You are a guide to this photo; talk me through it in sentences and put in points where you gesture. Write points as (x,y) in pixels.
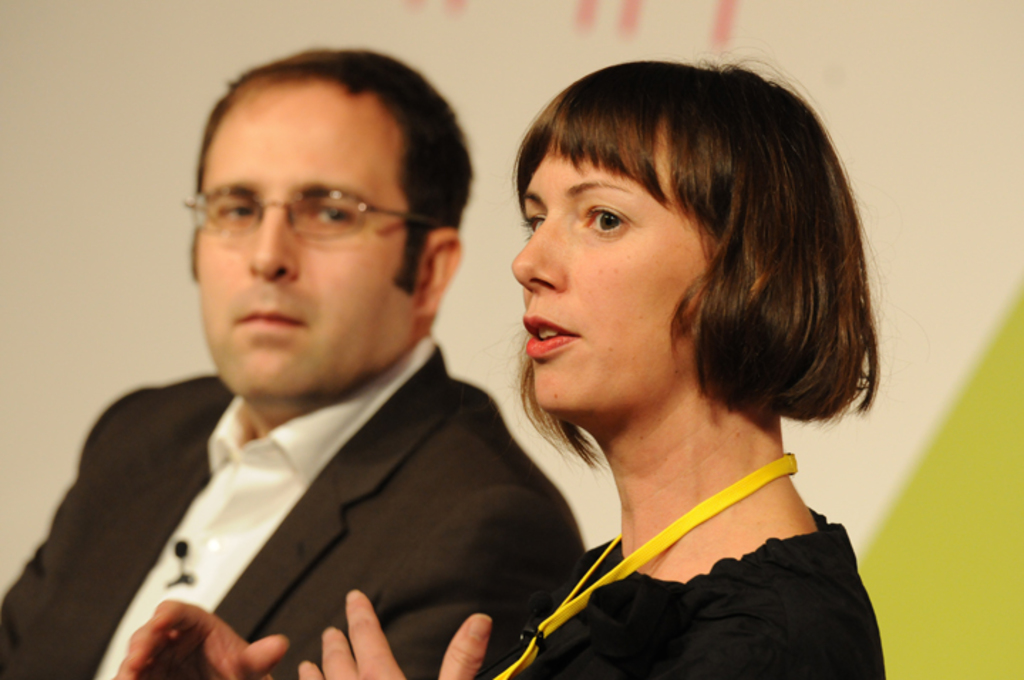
In this image we can see a man (212,571) and a woman (702,575). Man (402,513) is wearing black color coat (433,548) with white shirt (232,534) and the woman (797,554) is wearing black color top (684,638) and yellow tag (572,601) in her neck (718,515). Background of the image (965,497), white and green color banner (878,303) is there.
